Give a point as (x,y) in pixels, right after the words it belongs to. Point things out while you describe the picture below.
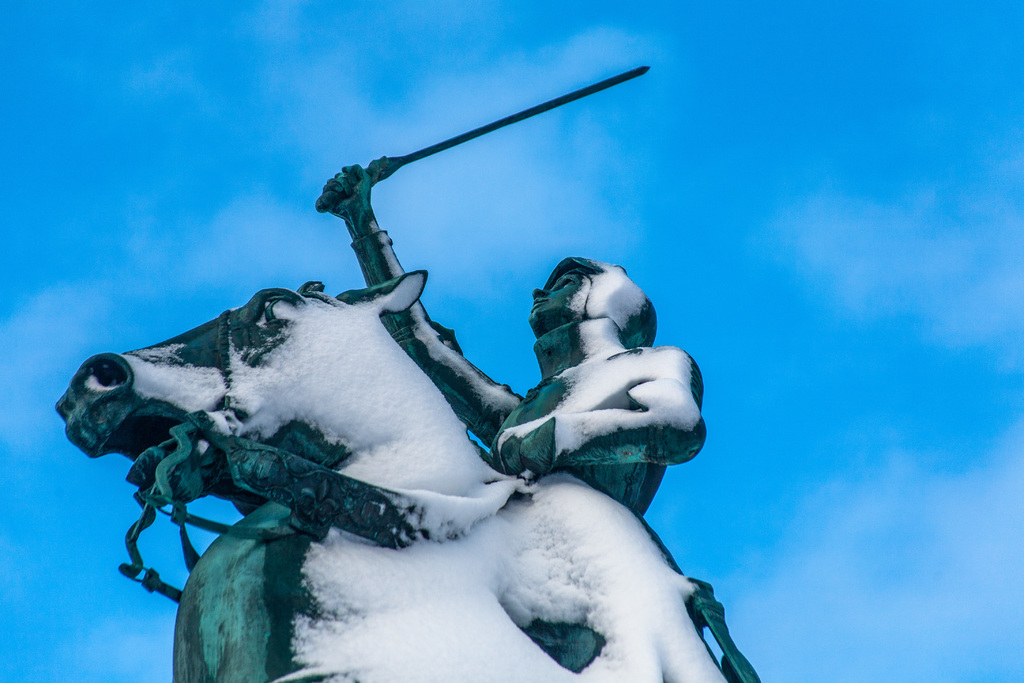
In the image we can see a sculpture (166,503) of a person (555,370) and horse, this is a snow (523,593) and a sky (579,112). This is a sword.
